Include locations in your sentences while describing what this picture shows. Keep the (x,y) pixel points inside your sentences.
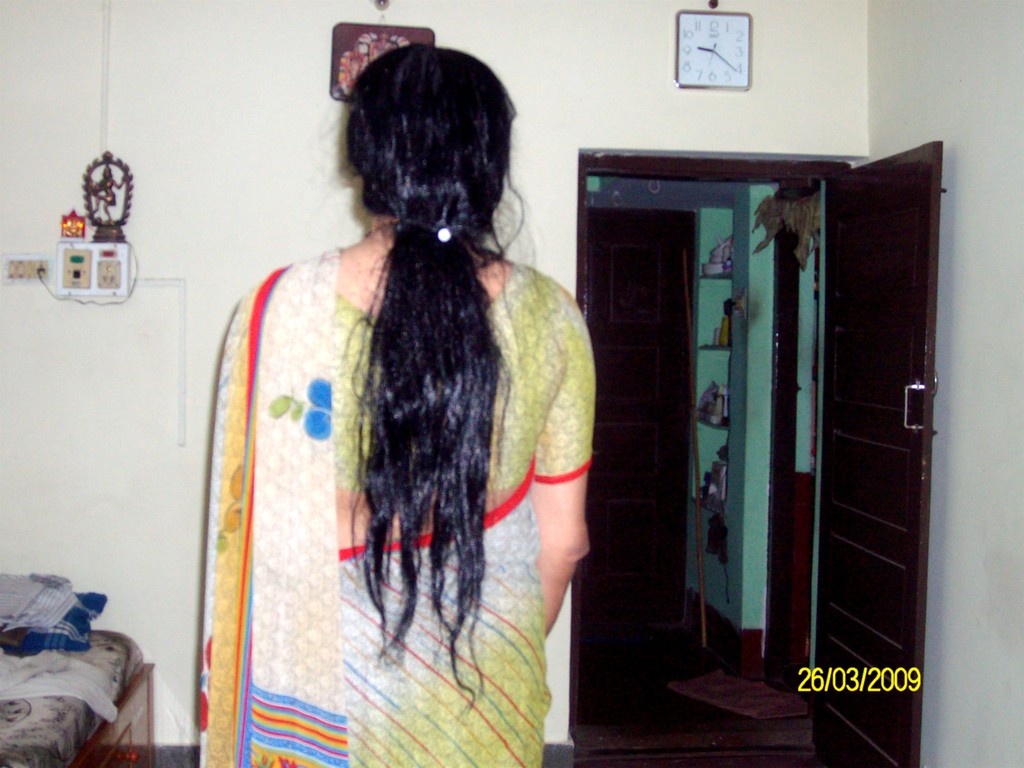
In this image we can see a woman (353,534) standing on the floor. In the background (76,703) we can see blankets (65,591) on the cot (113,667), switch board (73,265), electric shaft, decors (96,241), clock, doors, doormat (755,684) and objects (715,388) arranged in the shelves (709,511).
